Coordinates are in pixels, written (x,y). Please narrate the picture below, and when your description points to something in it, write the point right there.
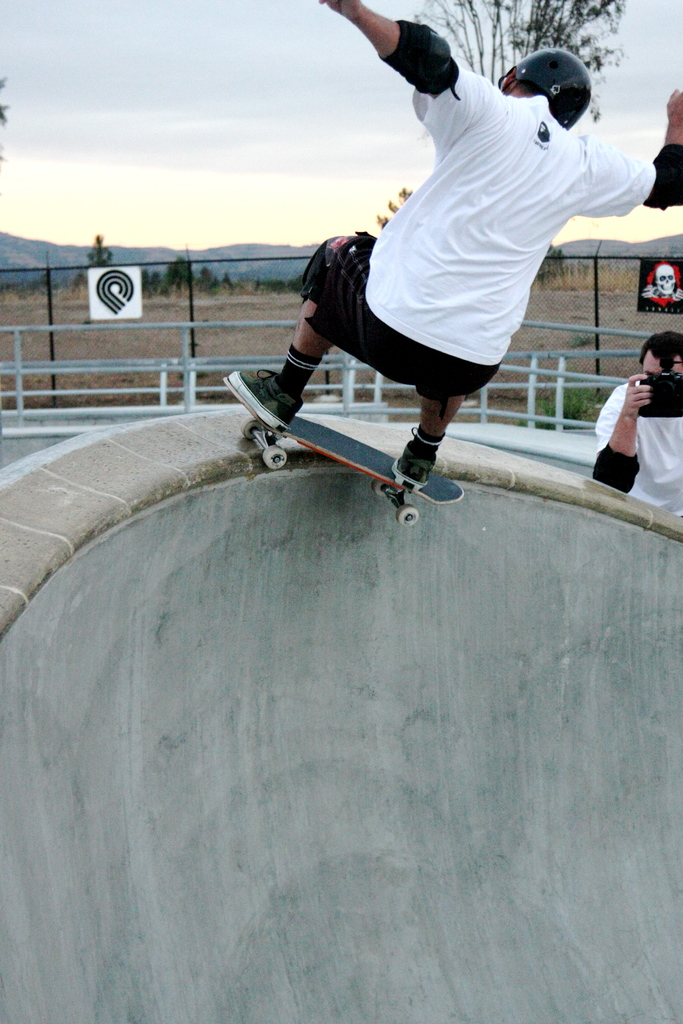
In this picture, we can see a few people (506,308), and among them a person (490,263) is on a skateboard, and another person (679,426) is taking a photo, we can see the wall (172,456), fencing (142,369), boards (112,272), ground (195,311) with grass (240,308), trees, mountains (240,248), and the sky (328,144).
